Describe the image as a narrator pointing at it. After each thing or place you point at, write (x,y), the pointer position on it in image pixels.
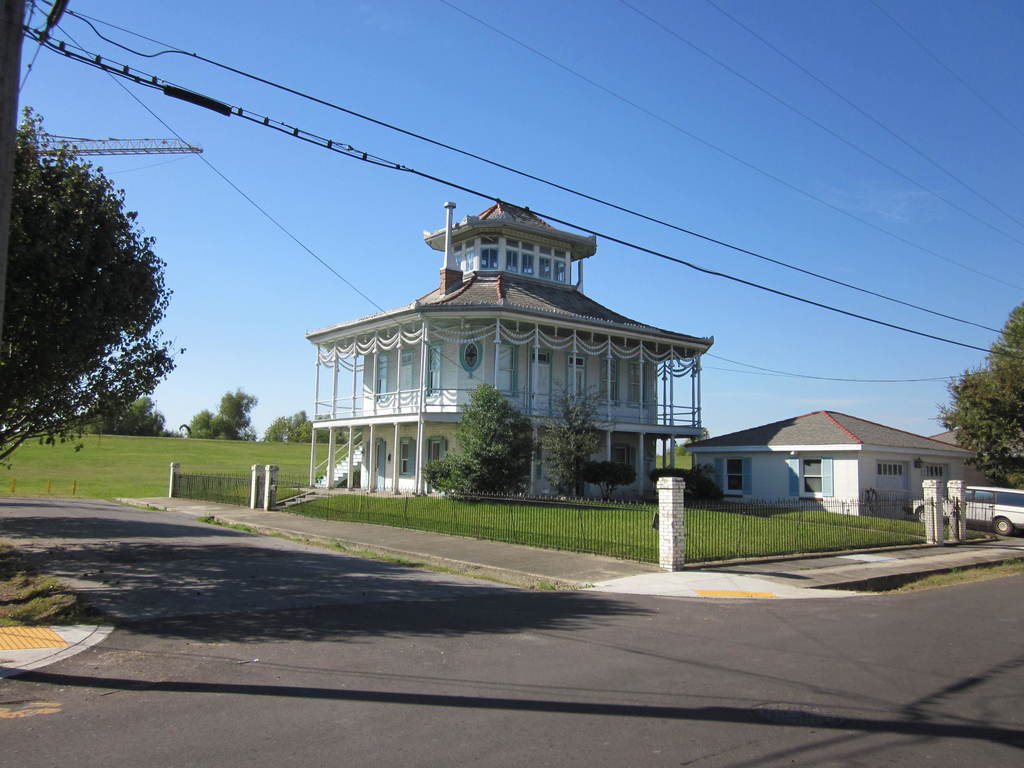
In this image I can see the railing (579,522), few plants (612,477) and trees (579,428) in green color and I can see the buildings (627,327) in white and brown color, the vehicle (985,515) in white color. In the background (556,94) I can see few electric wires (425,177) and the sky (451,78) is in blue and white color.
